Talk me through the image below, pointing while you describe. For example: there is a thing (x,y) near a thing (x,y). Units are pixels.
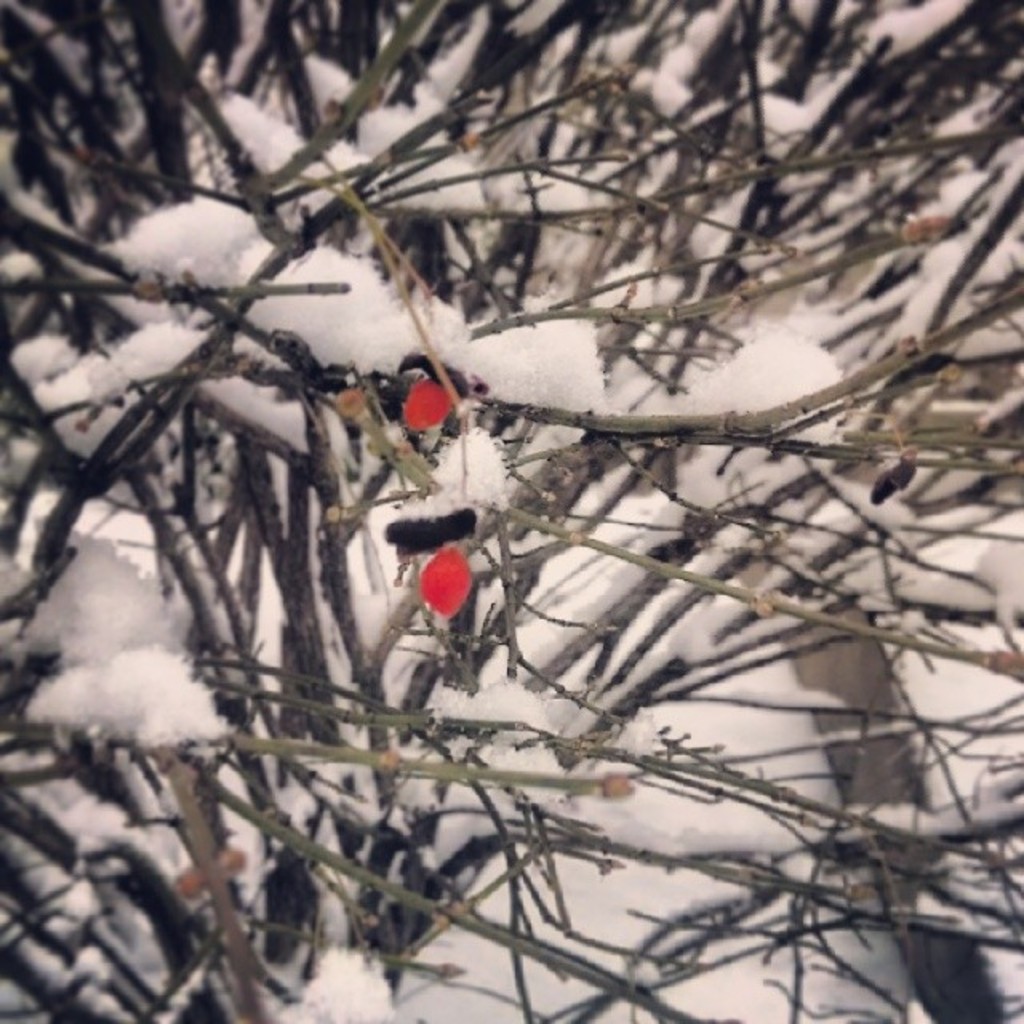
There are plants (596,836) on which, there is snow (238,222). And the background (822,923) is white in color.
